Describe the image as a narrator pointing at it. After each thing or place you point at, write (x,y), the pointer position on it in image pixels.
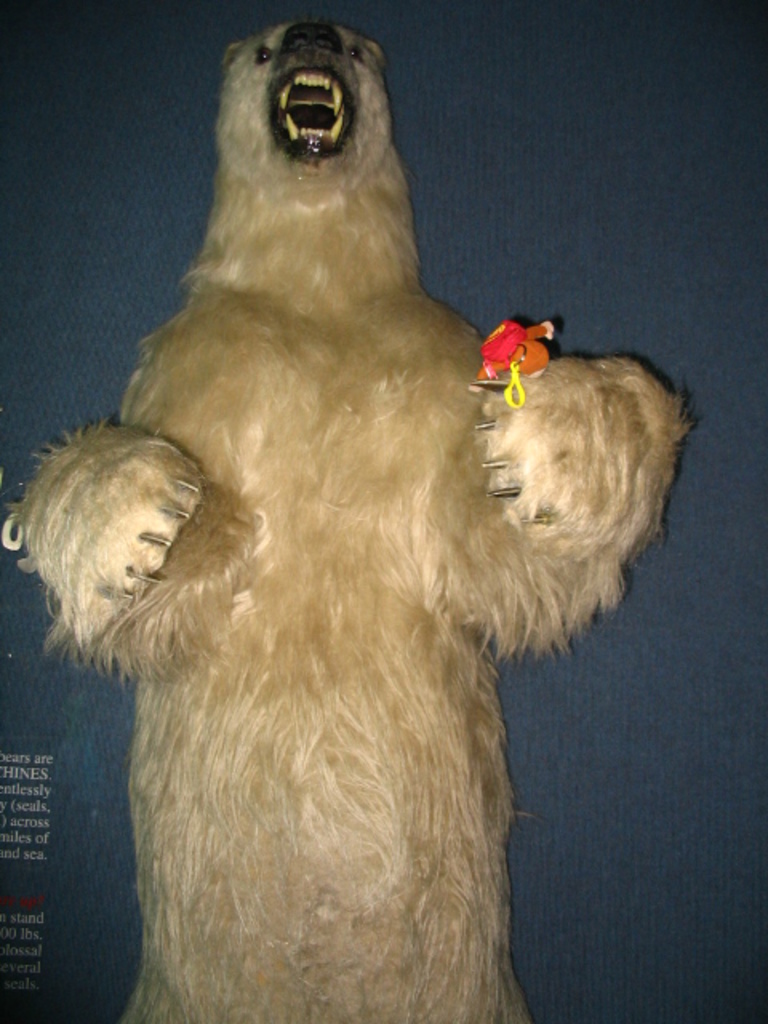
In this picture we can see a polar bear (335,316) in the front (303,267), there is some text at the left bottom (4,855).
